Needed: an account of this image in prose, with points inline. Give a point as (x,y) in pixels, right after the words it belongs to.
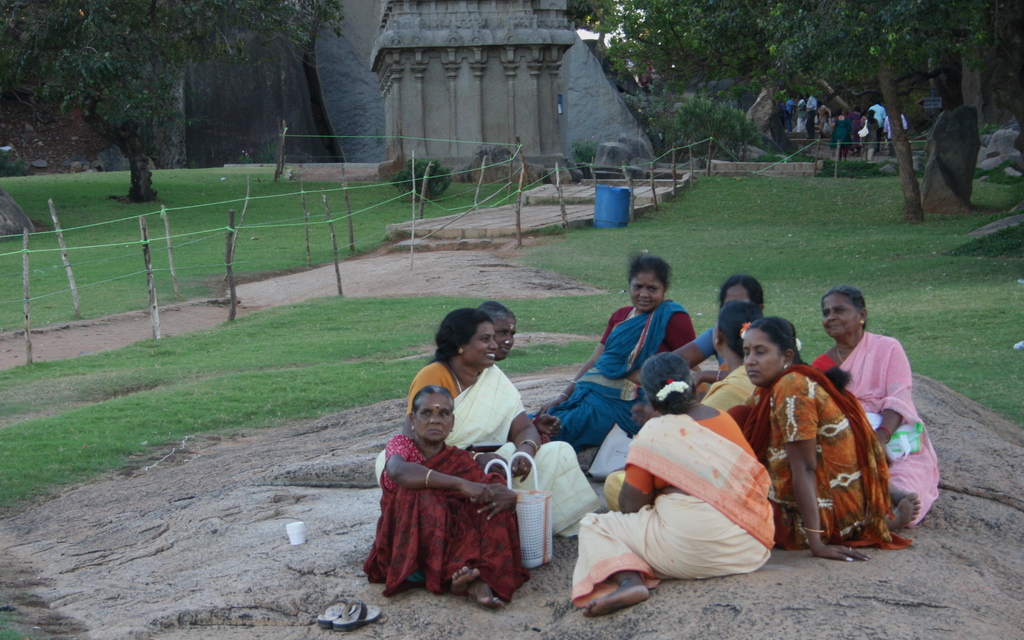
There are group of women (497,466) sitting. This looks like a basket (548,550). I can see a pair of sandals (370,610) and paper cups (292,539) are placed on the ground (386,605). Here is the grass (612,229). This looks like a dustbin (603,224), which is blue in color. I think this is a temple (438,90). These are the rocks (962,139). I can see the trees (897,137). There are group of people (847,121) standing. This is a kind of the fence (24,320).
